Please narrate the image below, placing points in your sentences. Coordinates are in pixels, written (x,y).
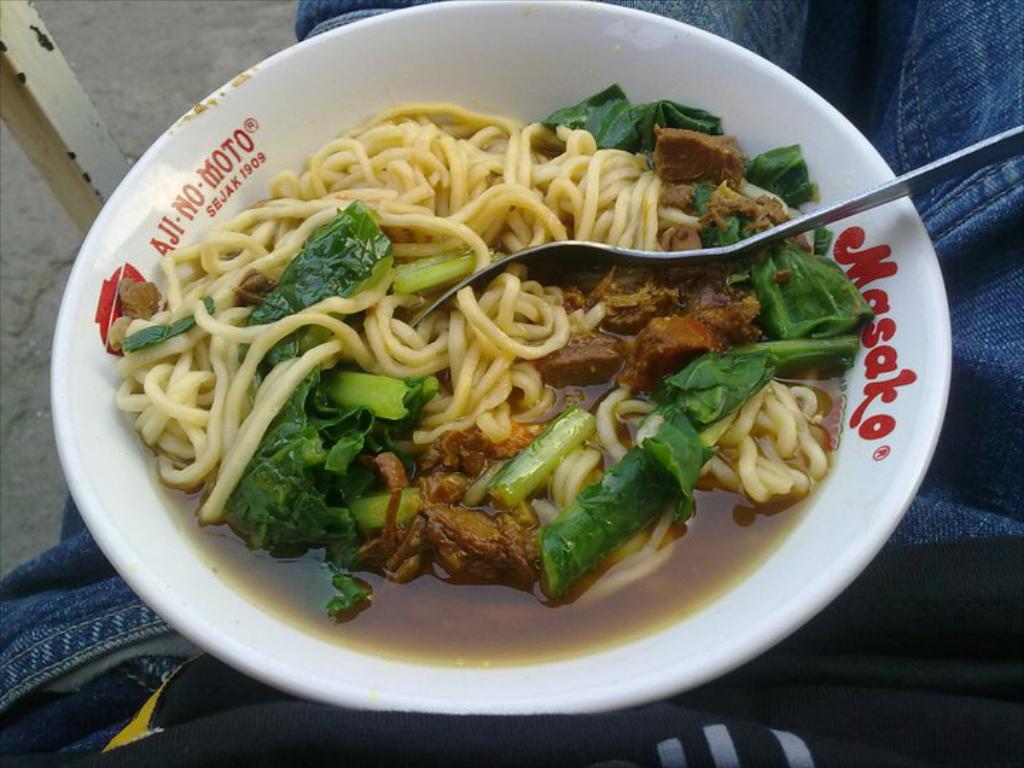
In this picture there is an edible (432,448) placed in a white bowl (883,181) and there is a fork (763,234) placed in it.
